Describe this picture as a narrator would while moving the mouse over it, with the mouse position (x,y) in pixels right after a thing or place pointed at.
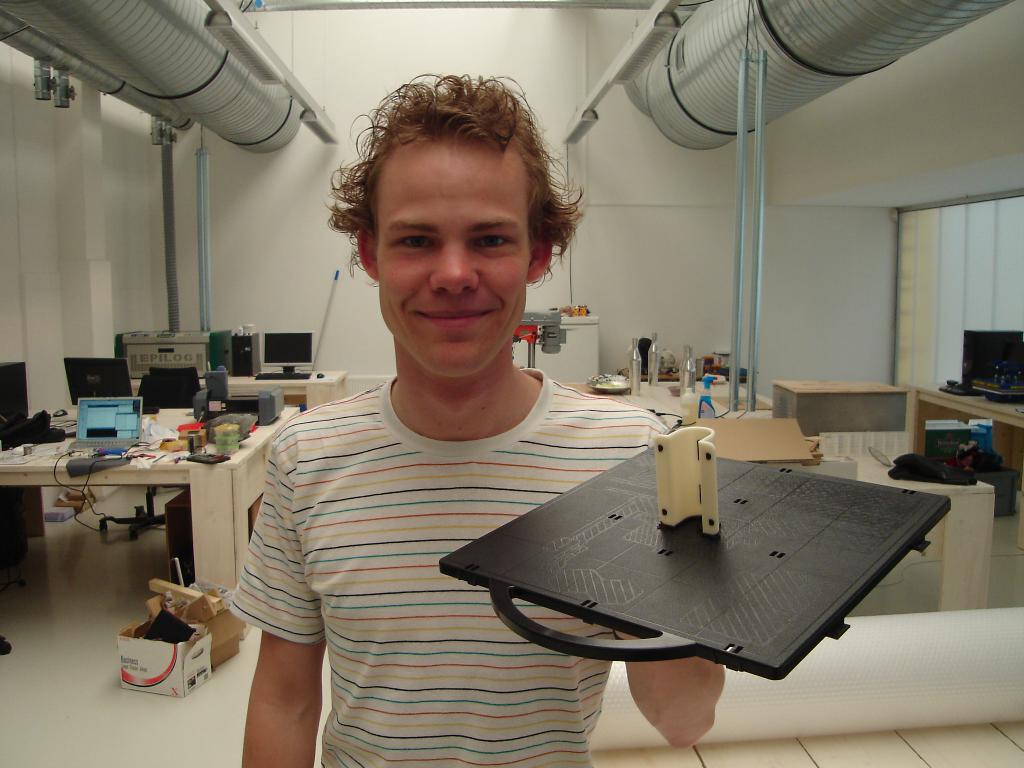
This is the man (365,583) standing and smiling. He is holding an object (676,635) in his hand (647,674). This is a table (256,438) with a laptop (115,428), printer (218,395), papers (157,447) and few other objects (154,447) on it. I can see a monitor (281,360), keyboard (301,377), CPU (255,357) and some other machines (201,352) placed on another table (308,385). These are the pipes (244,97) and tube lights (632,49) attached to the roof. I can see another table (659,400) with bottles (653,346) and few other things (795,406). This looks like a sheet (945,650), which is white in color. These are the cardboard boxes (200,652) with few things (189,610) in it. This looks like a window (933,272).
